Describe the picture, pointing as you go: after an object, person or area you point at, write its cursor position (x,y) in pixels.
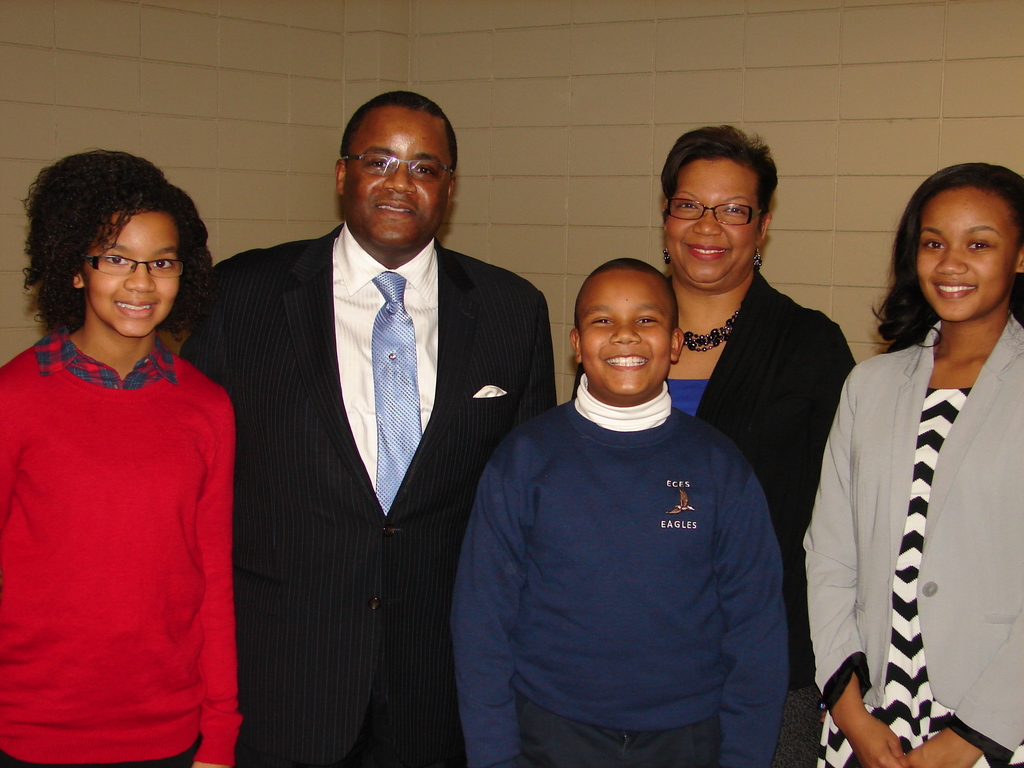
Here in this picture we can see a group of people (586,342) standing over a place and all of them are smiling and the couple (441,224) standing in the middle (488,293) is wearing jackets (279,499) on them and three of the persons (110,368) are wearing spectacles (732,218) on them.
